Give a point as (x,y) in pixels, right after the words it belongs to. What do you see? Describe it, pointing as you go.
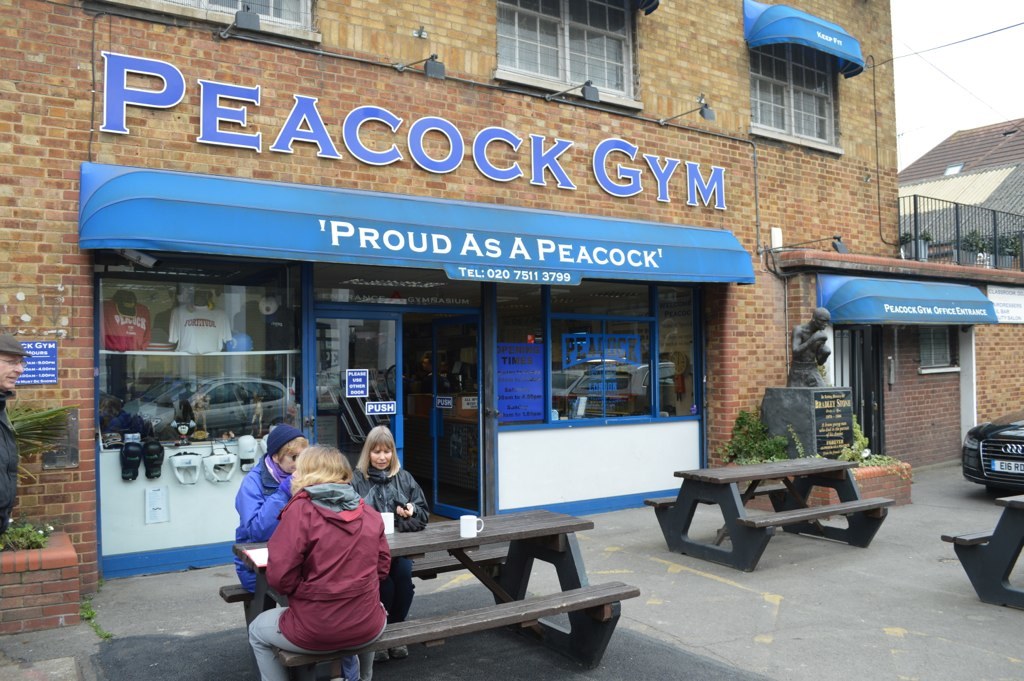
this picture shows a building (499,328) and we see three people (392,495) seated on the bench (412,539) and we see few cups (462,525) on it and we see a car (964,441) parked and a statue (820,447) and we see a man (4,454) standing.
